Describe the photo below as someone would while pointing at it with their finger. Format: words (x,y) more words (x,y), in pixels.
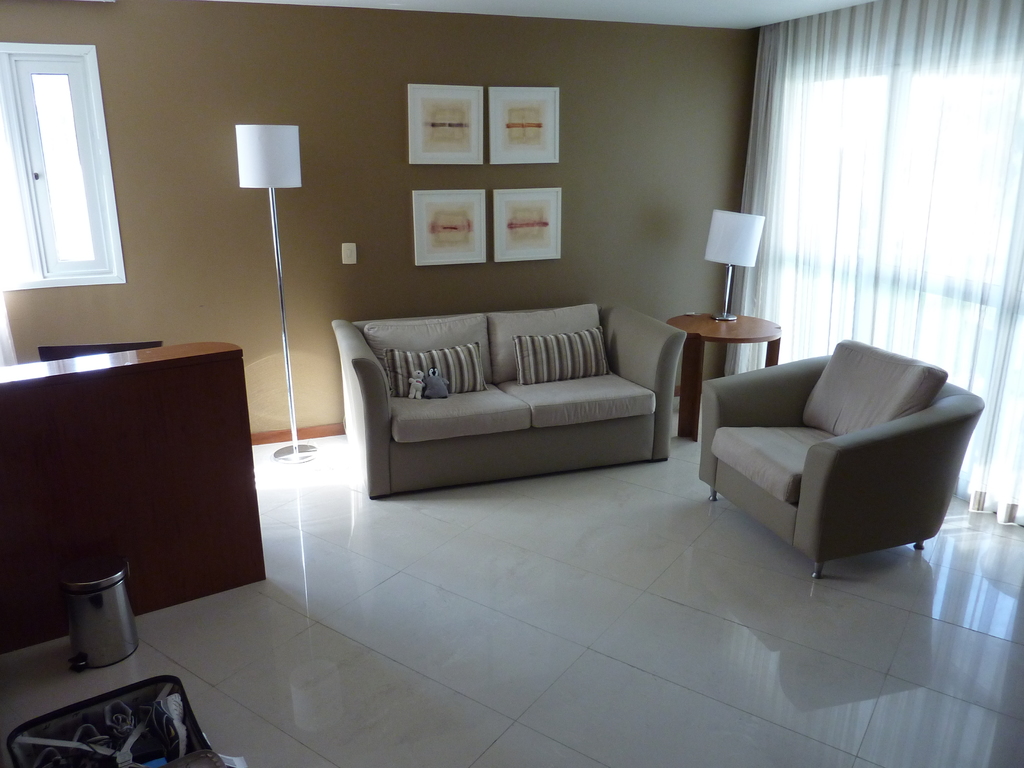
As we can see in the image there is a wall (178,174), window (70,140), photo frames (436,163), lamp (745,235), curtains (960,258), sofas (387,430) and on the left side (95,609) there is a dustbin (101,615).
